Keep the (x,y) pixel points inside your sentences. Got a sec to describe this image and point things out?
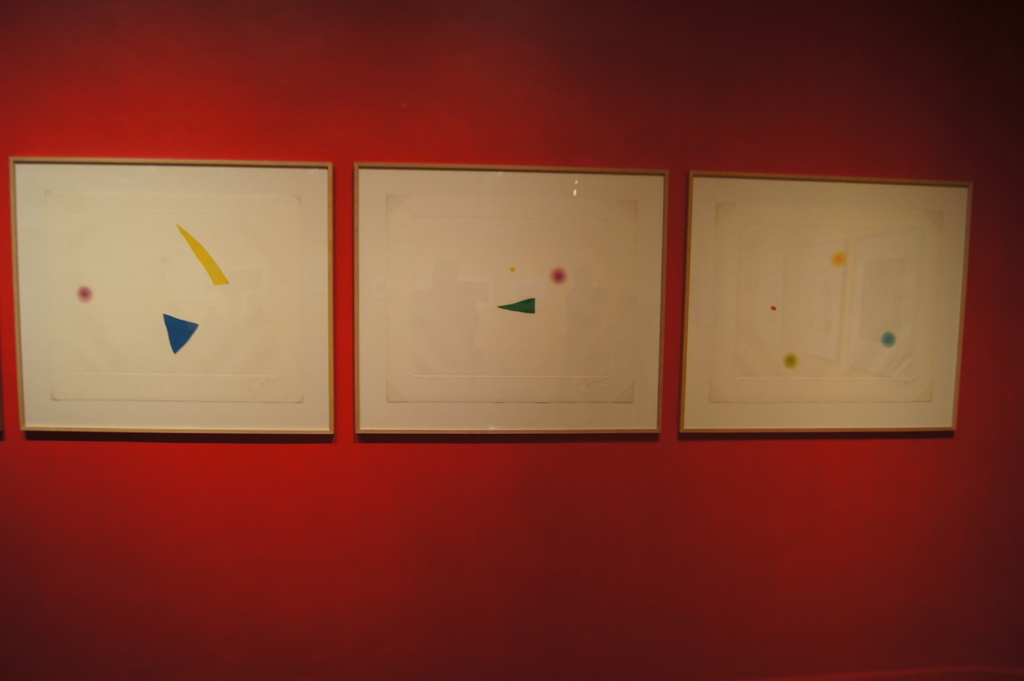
In this picture we can see few frames (487,292) on the red color wall (581,147).
